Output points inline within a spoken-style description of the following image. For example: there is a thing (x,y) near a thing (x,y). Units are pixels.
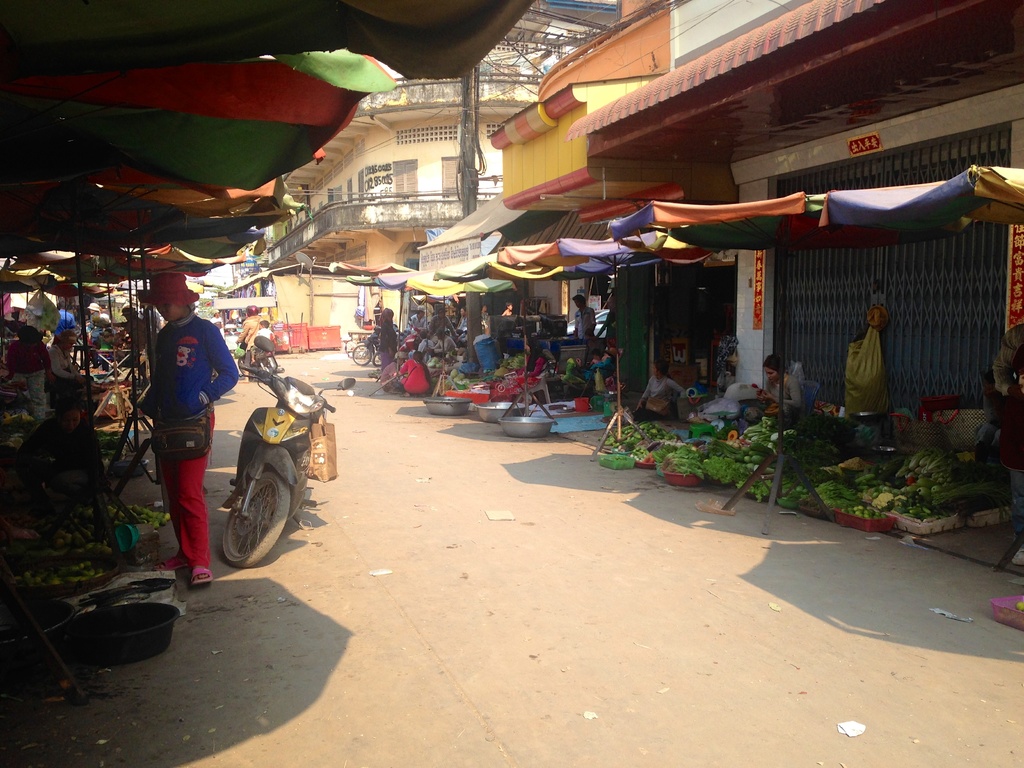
In this image we can see a group of vegetables stalls (567,370) under the tents (670,255). We can see the persons (24,354) and vehicles (269,481) in the middle (581,299). Behind the tents (606,251) we can see the buildings (726,186).
